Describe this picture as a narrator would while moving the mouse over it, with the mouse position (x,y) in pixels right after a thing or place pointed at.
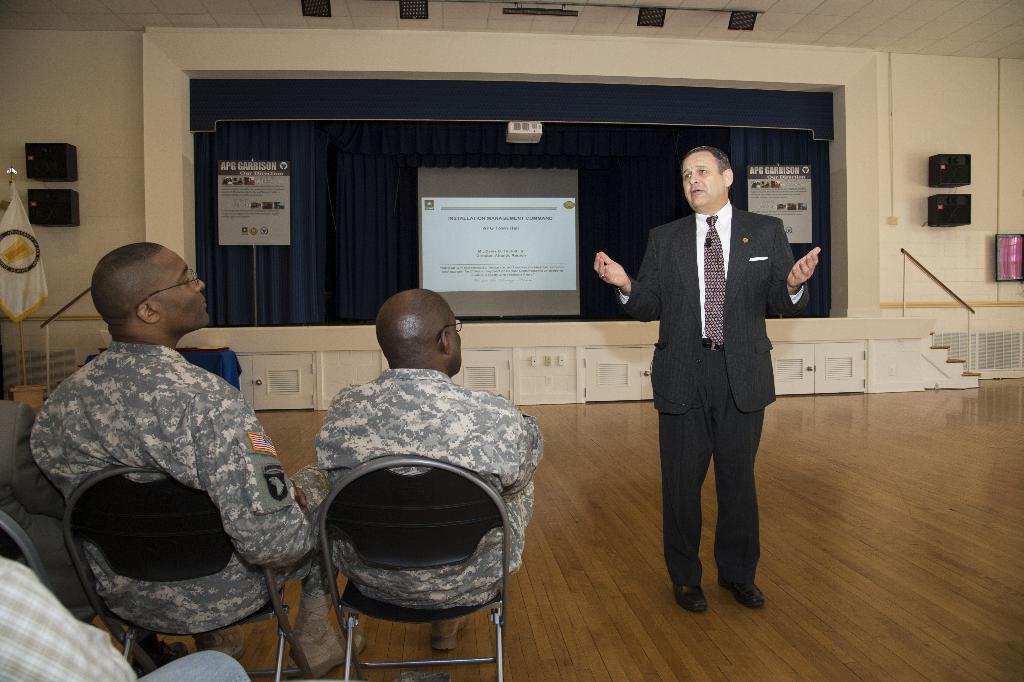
In the image we can see there are people (68,485) who are sitting on chair (77,503) and there is a man (747,300) who is standing and at the back (442,234) there is a projector screen (476,220).
